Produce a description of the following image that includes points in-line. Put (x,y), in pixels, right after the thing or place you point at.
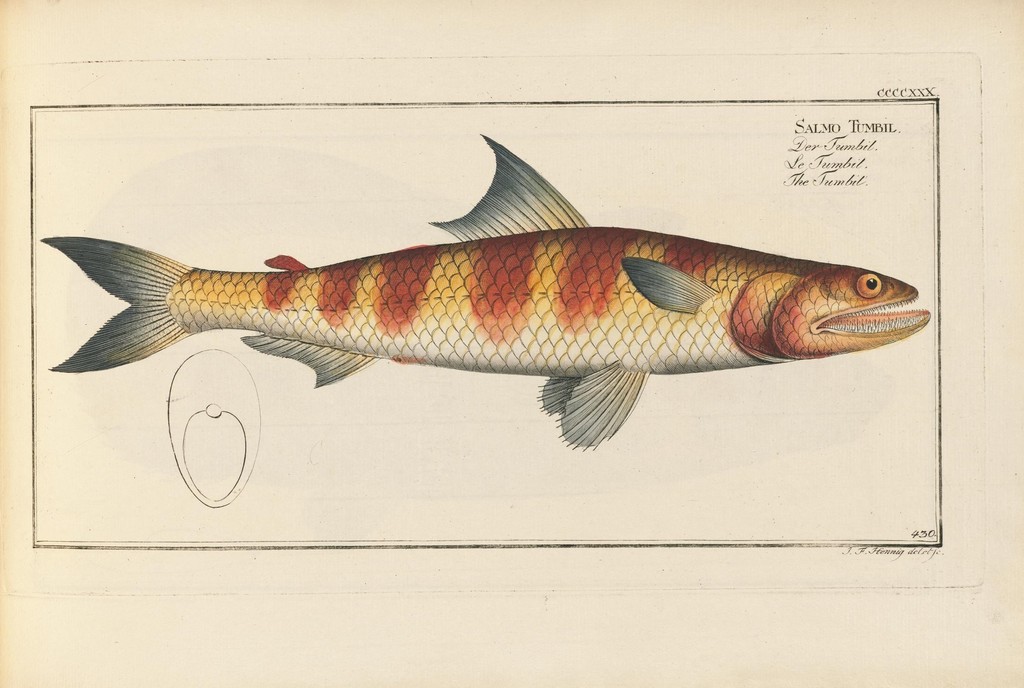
In this image, we can see a poster (502,322) with some image (769,254) and text (917,91) written on it.
